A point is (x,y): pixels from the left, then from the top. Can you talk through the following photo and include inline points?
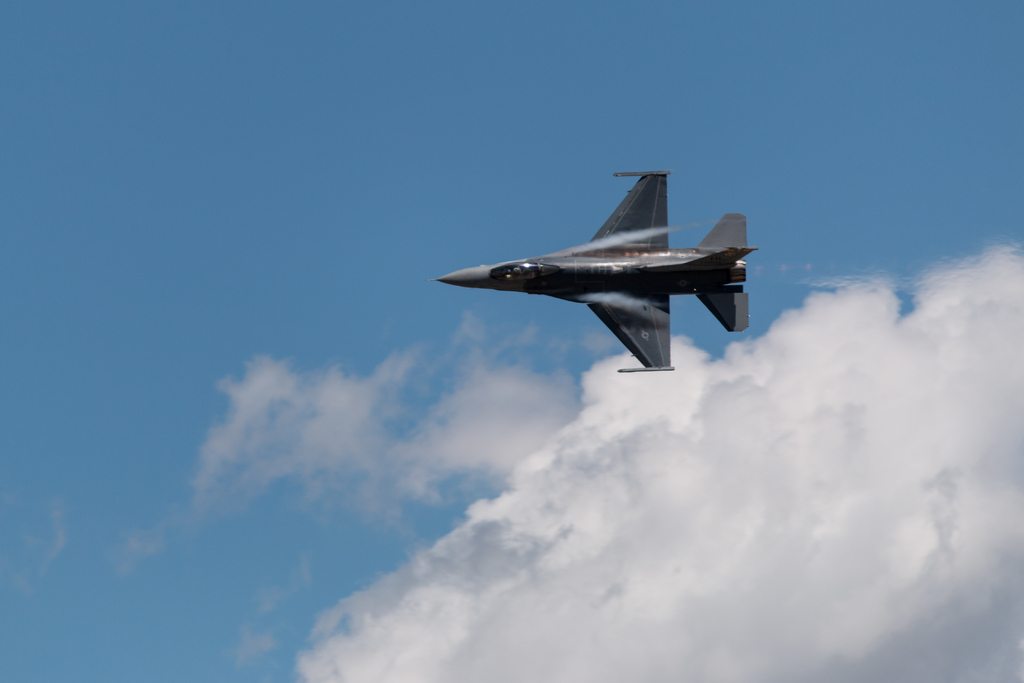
In this image we can see an aircraft (627,300) is flying in the air (772,199) and we can see the blue color sky (355,17) with clouds (772,571) in the background (772,571).
